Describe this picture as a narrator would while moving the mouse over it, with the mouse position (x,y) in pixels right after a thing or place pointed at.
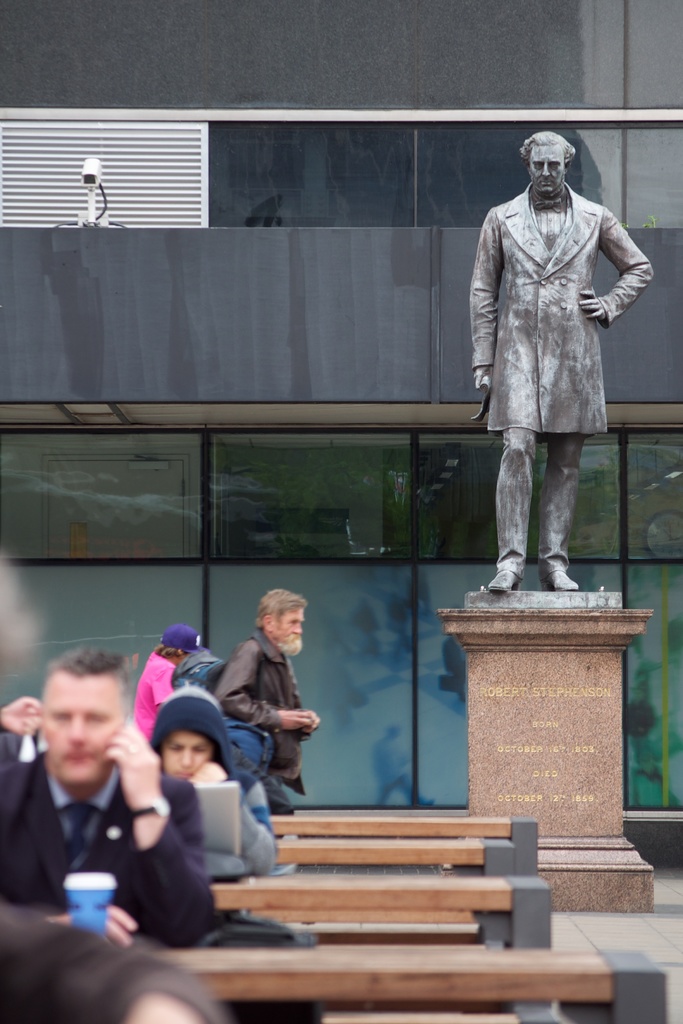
On the background (298,181) we can see cc camera (96,182) over a building (219,322). This is a statue (516,319) of a man (501,383). Here we can see persons (185,852) sitting on benches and on the bench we can see glass (87,907), laptop (231,829). We can see two persons (281,675) standing near to the statue (505,527).
